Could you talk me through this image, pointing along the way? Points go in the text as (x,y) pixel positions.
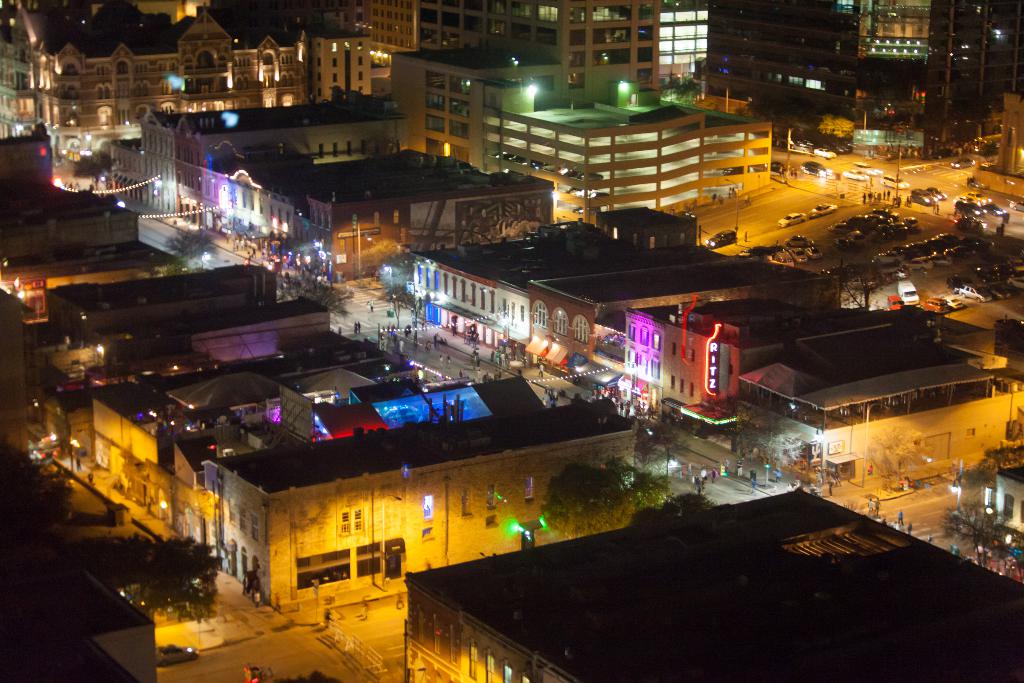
This image is taken outdoors. In this image there are many roads (299,655). Many people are walking on the roads (771,207). A few vehicles (802,243) are parked on the road (966,180) and a few vehicles (851,175) are moving on the roads (776,219). In this image there are many buildings (327,162) and houses (354,495) with walls (317,504), windows (327,560), doors (230,558), roofs (344,366), railings (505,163) and balconies (191,73). There are many boards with text (714,388) on them.
